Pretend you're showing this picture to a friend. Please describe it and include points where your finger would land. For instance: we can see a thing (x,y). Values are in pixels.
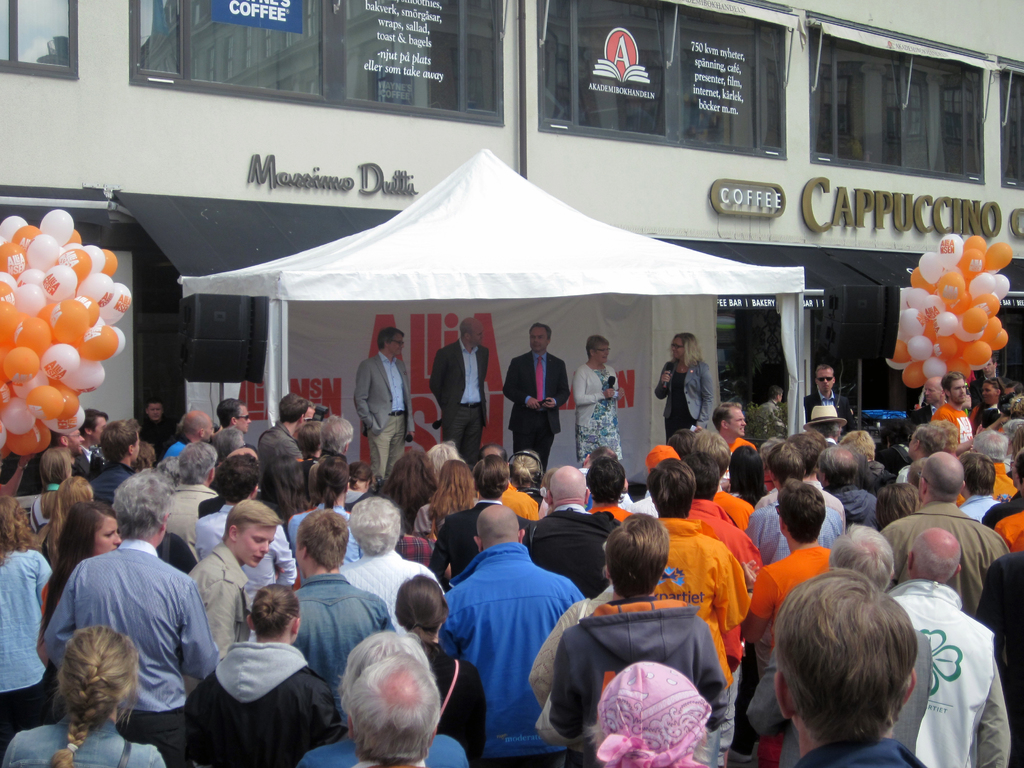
There is a crowd (515,595) standing at the bottom of this image (422,596), There are some balloons (83,379) on the left side of this image (92,337) and right side of this image (904,328) as well. There is a tent (561,350) in the middle of this image (426,262). There is a building (578,166) in the background (397,159).
